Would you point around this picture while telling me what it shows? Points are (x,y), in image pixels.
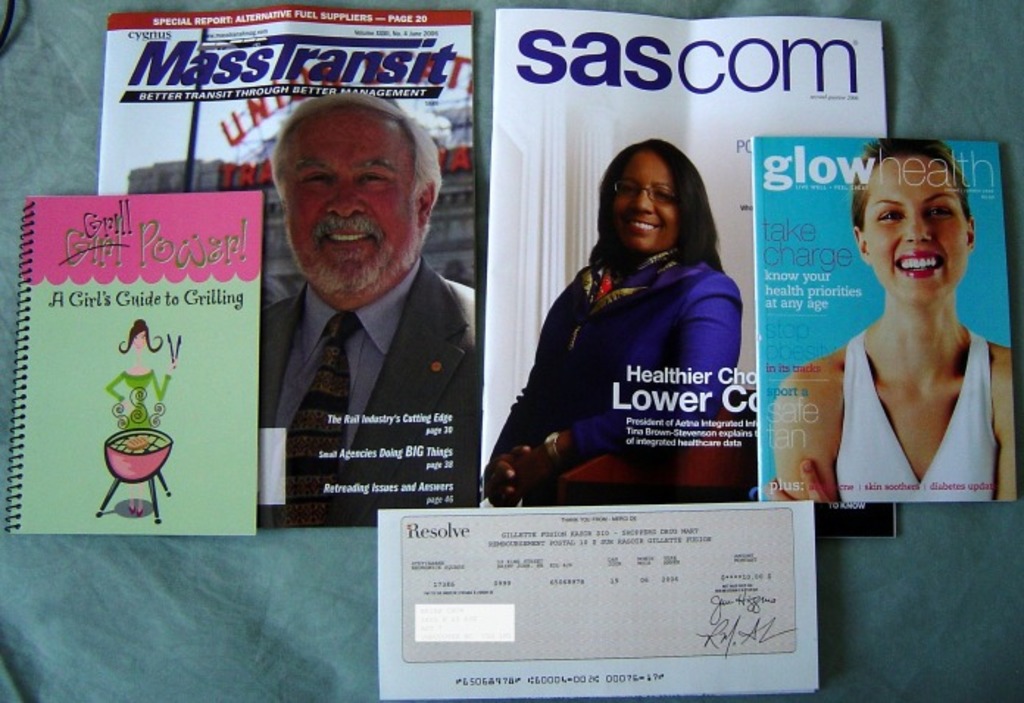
In this picture I can see there are four books (185,297) placed on the table (373,556), there are images (304,384) of a man (404,354) and women (884,356) on the cover pages (735,272) of the books (545,336). There is a paper (706,647) at the bottom (565,601).
